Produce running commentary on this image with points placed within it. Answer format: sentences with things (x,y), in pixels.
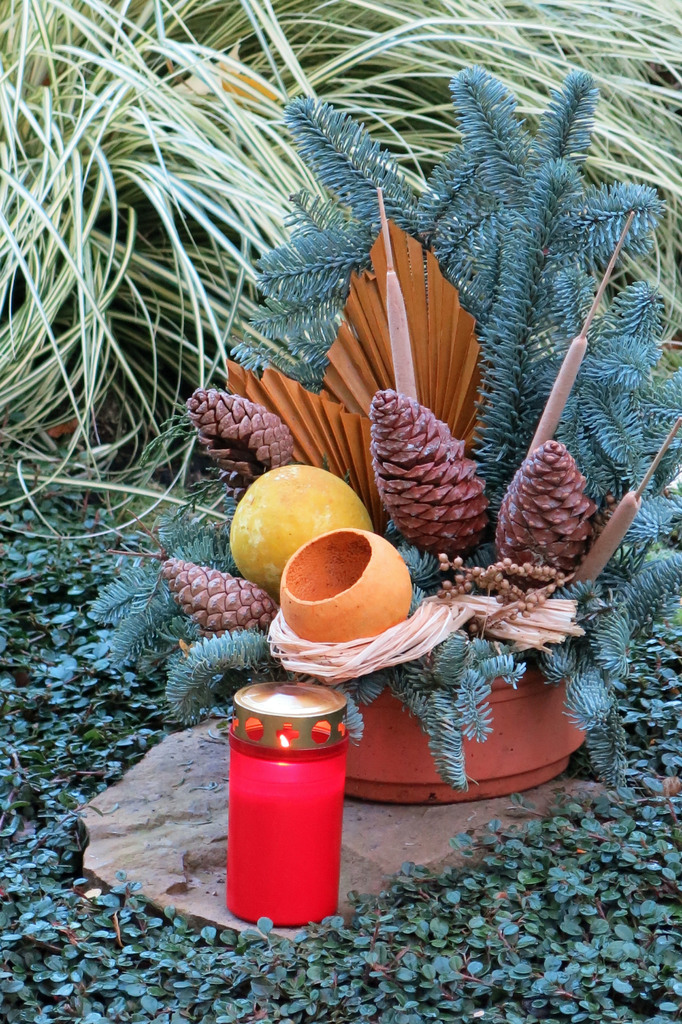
In this image, we can see a pot (570,736) with plants (427,305), we can see a red candle (268,865), we can see some small plants (637,851) on the ground (55,509).
